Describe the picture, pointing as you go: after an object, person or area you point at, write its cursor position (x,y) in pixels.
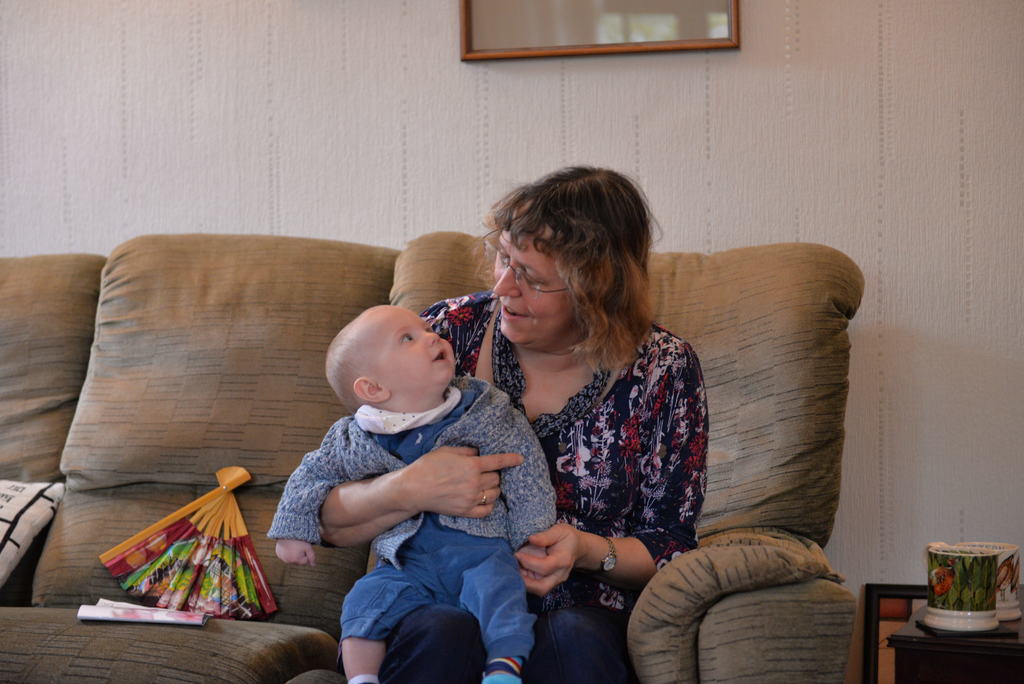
A woman (632,544) is sitting on the sofa (710,480) holding child (423,533), there is photo frame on the wall (791,151), this is a cup (936,558).
